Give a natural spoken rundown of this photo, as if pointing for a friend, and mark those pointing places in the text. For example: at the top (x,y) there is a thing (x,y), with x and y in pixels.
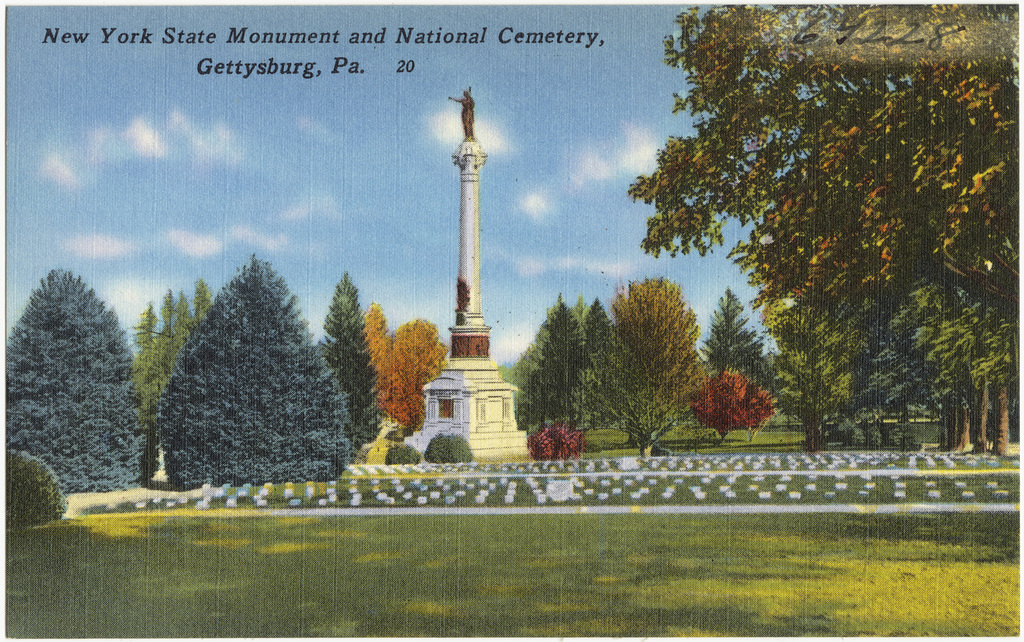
In this picture I can see trees (677,384) and a tower (448,372) and I can see few plants (21,484) and grass (142,604) on the ground (693,582) and a blue cloudy sky (376,216) and I can see text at the top of the picture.
